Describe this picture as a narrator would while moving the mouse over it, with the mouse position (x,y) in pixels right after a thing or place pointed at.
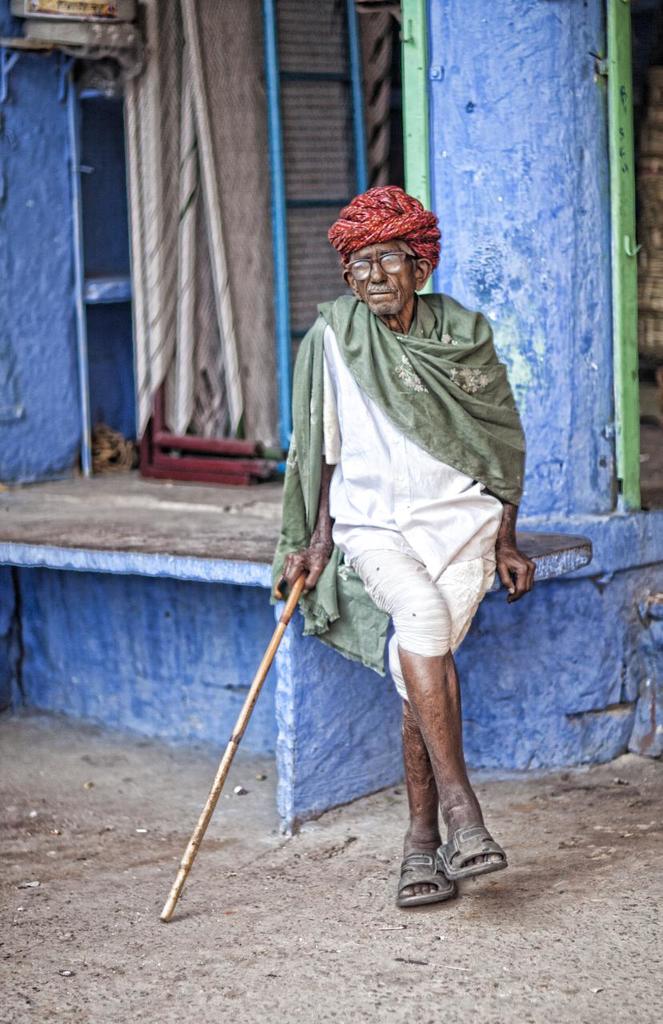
In the foreground of this image (428,676), there is an old man (449,782) holding a stick (298,596) is sitting on a stone surface (246,535). In the background (507,133), there is a pillar (507,74), ladder (302,205), wall (45,66) and few objects (198,455).
